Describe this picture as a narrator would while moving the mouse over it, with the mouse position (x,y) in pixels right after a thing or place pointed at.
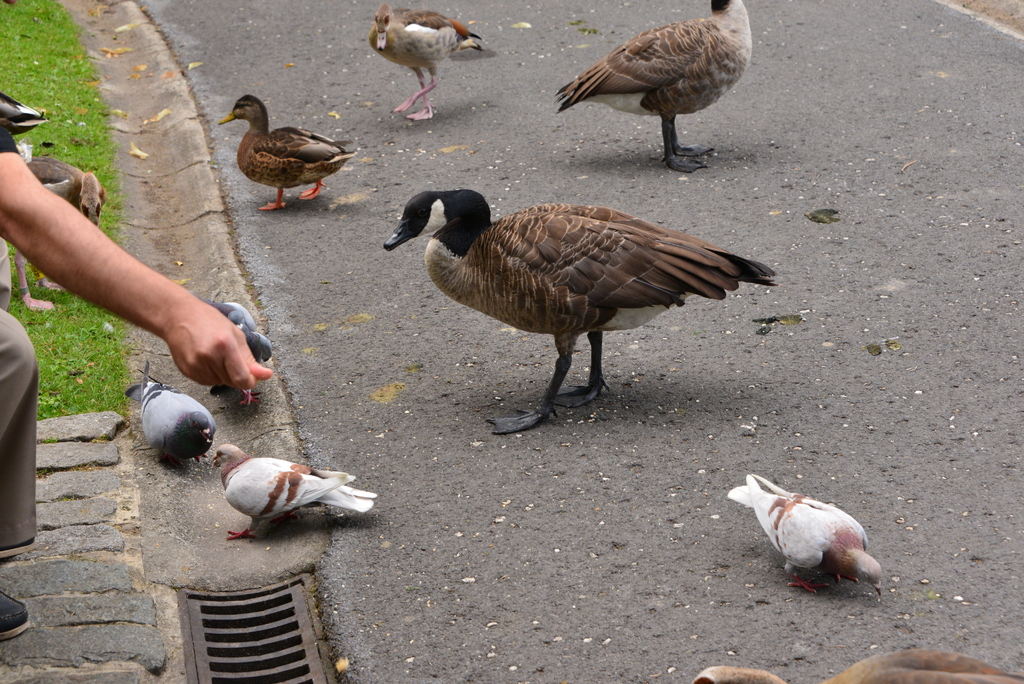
In this image we can see a group of birds (621,304) on the road (606,440). On the left side (180,303) we can see the hand (196,312) of a person (217,344), a grill (267,595) and some grass (53,338).
